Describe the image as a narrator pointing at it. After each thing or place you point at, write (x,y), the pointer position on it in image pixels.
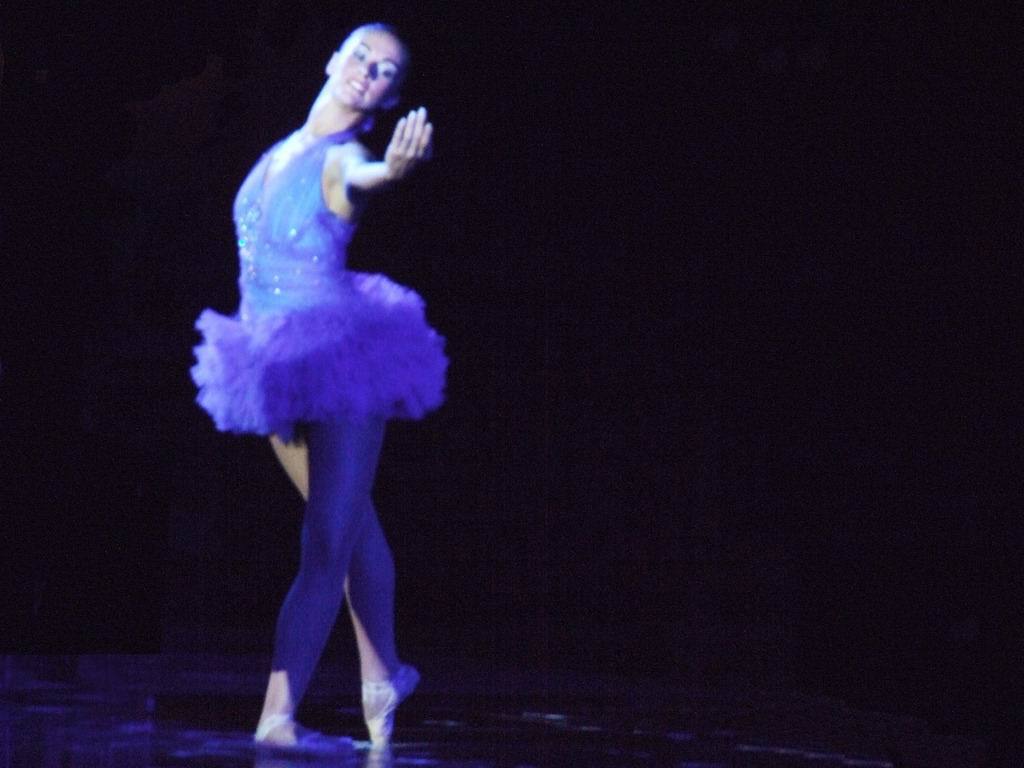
In this image, we can see a woman (369,568) dancing on the floor (491,748). The background (782,499) is dark.
